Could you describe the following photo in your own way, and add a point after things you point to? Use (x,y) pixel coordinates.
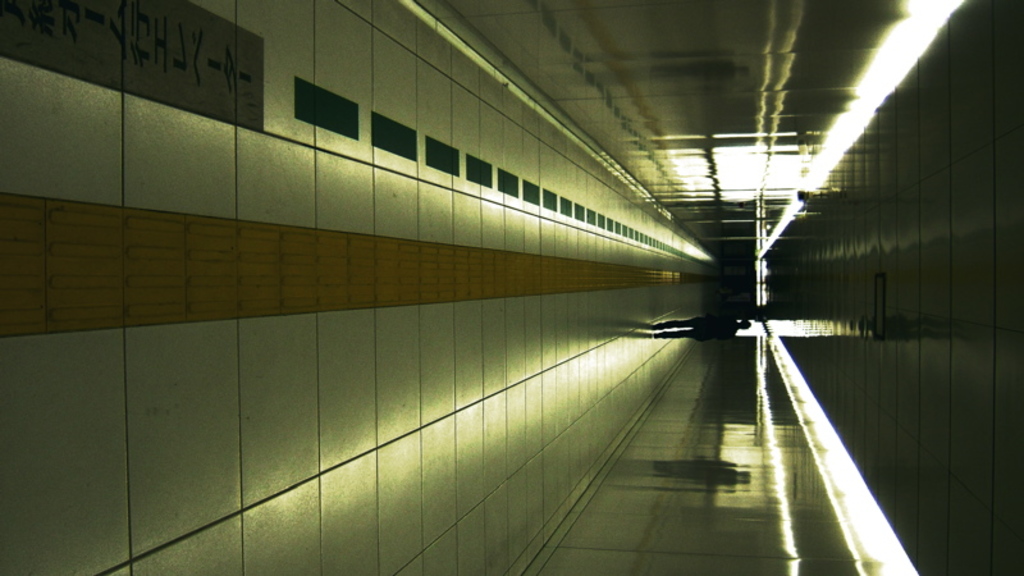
In this picture we can see a person (669,336) is walking on the walkway (610,319). At the top left corner of the image (27,34) there is a board (152,44). On the right side of the image (884,42), those are looking like lights (860,515).
